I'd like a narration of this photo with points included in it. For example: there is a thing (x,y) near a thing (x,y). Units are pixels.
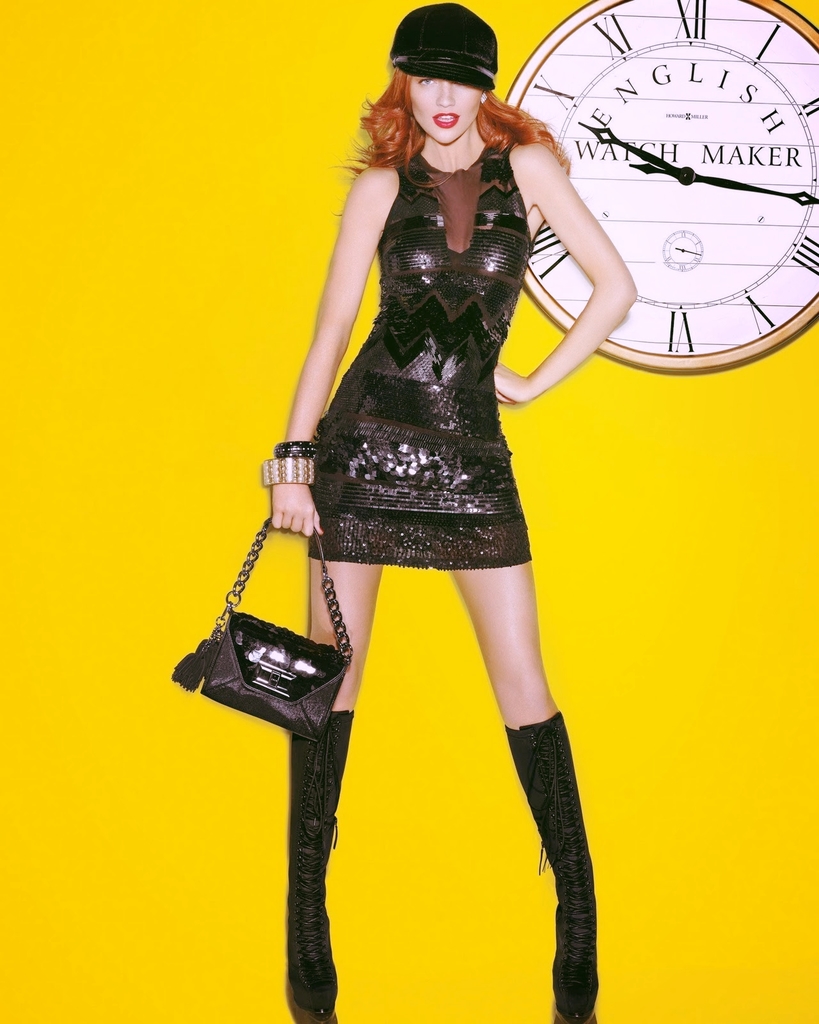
On the background (178,272) we can see yellow color wall (186,337) and a clock (660,258). Here we can see one women (408,468) wearing a black dress (462,393) and a black hat (476,46) and she is holding a black hand bag (282,721) in her hand (297,511).
